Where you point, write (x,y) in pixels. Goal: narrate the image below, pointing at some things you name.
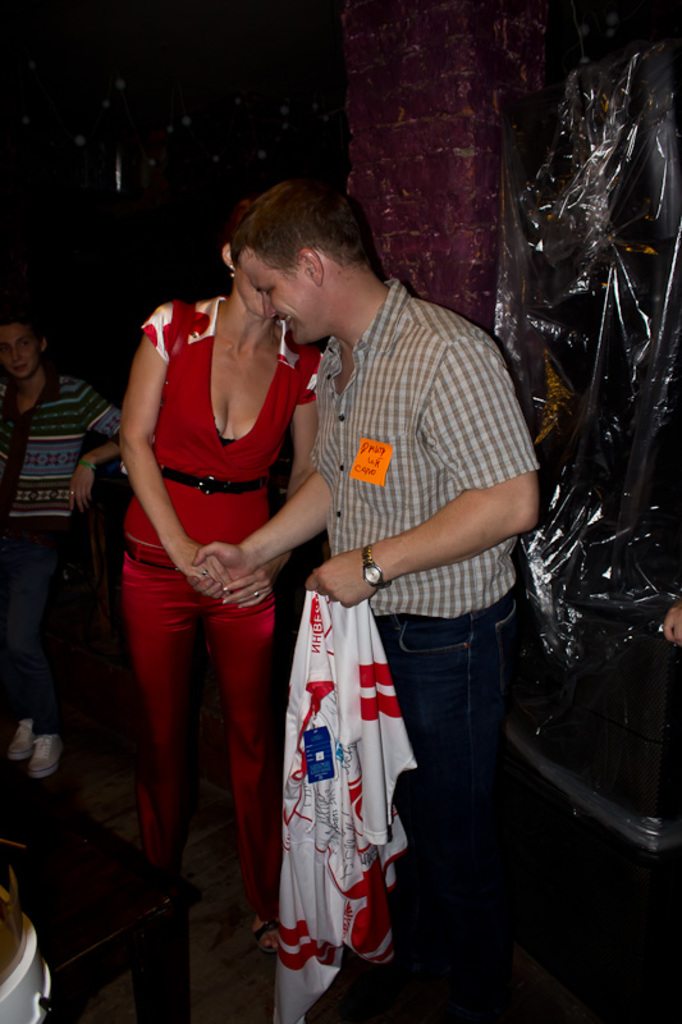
In this image there are two persons (228,551) who are shaking their hands (214,559). On the right side (490,377) there is a man (387,563) who is holding the cloth (332,727). Behind him there is a cover (549,256). On the left side (179,532) there is a girl (238,522) standing on the floor (5,731). In the background (349,111) there is a wall (394,135).
